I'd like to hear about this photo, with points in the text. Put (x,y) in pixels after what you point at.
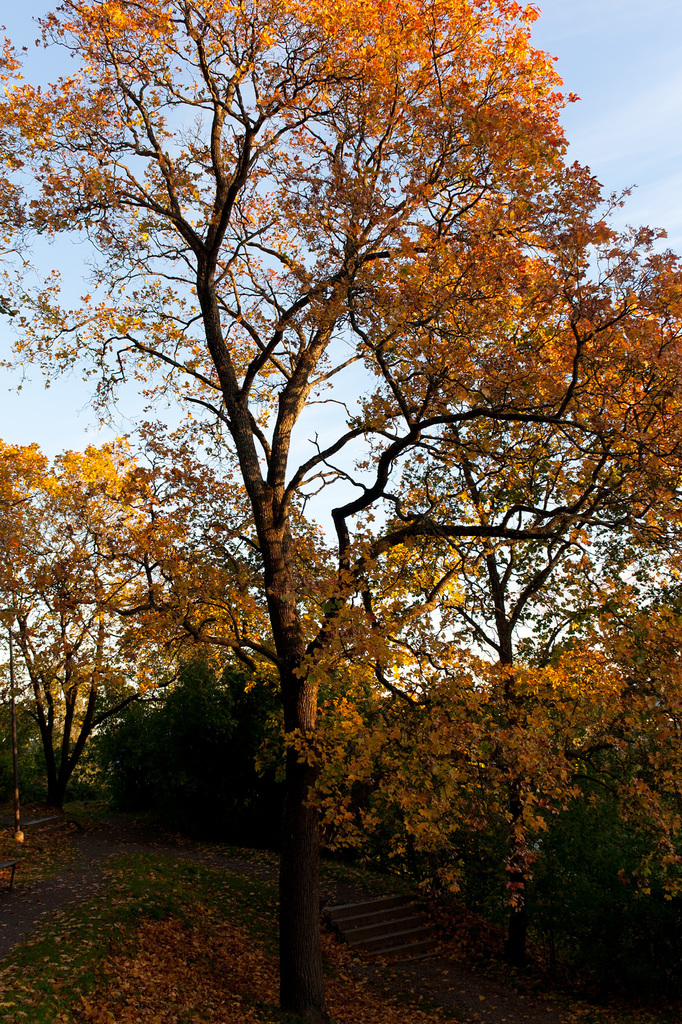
In this image, there are trees (233,566), stairs (384,910), grass (116,925) and walkway (433,962). In the background (672,831), there are few trees (216,799) and the sky (194,428).
